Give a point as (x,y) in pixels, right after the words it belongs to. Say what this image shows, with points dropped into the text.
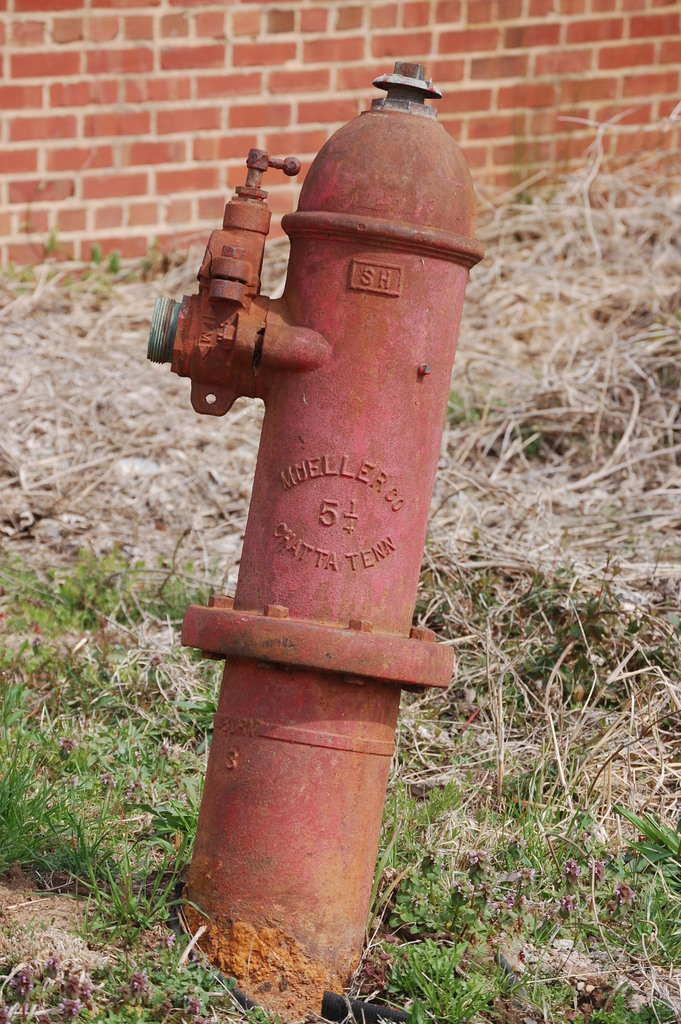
In the image there is a standpipe (386,786) on the ground (552,908). On the ground (529,530) there is grass (79,463). In the background (89,207) there is a brick wall (214,166).
